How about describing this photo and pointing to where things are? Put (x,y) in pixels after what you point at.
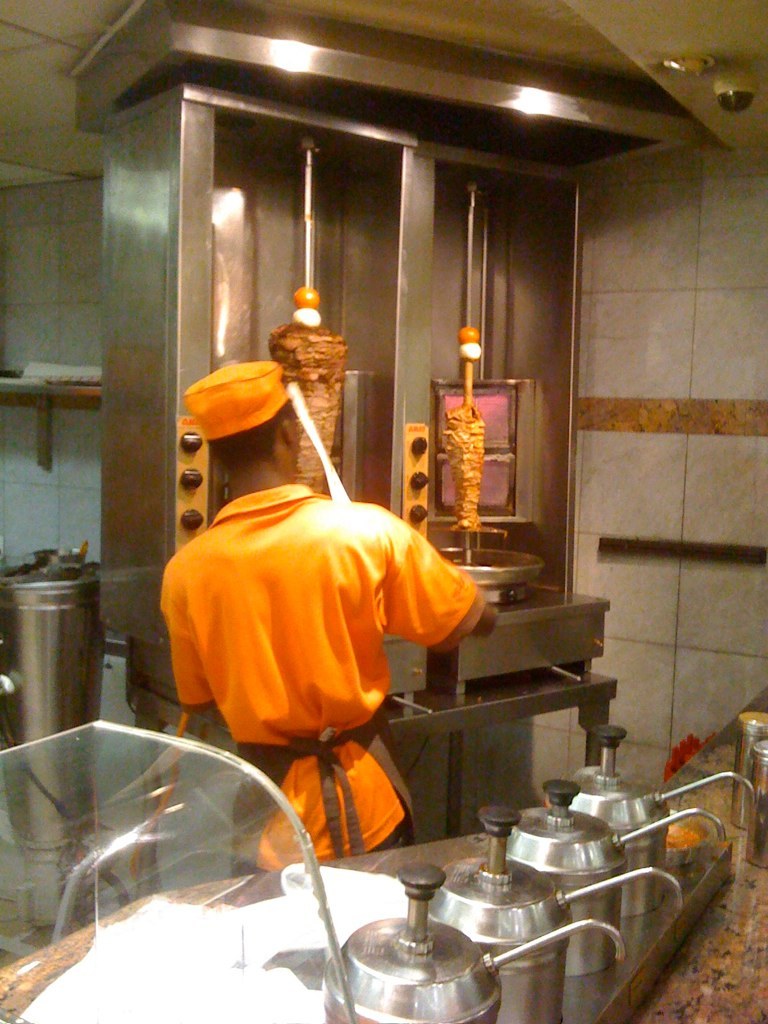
In the center of the image (279,625) there is a person (283,714) standing at the grilling machine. At the bottom of the image (593,954) we can see kettles (505,927), counter top (633,958). In the background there is a wall (85,325).
